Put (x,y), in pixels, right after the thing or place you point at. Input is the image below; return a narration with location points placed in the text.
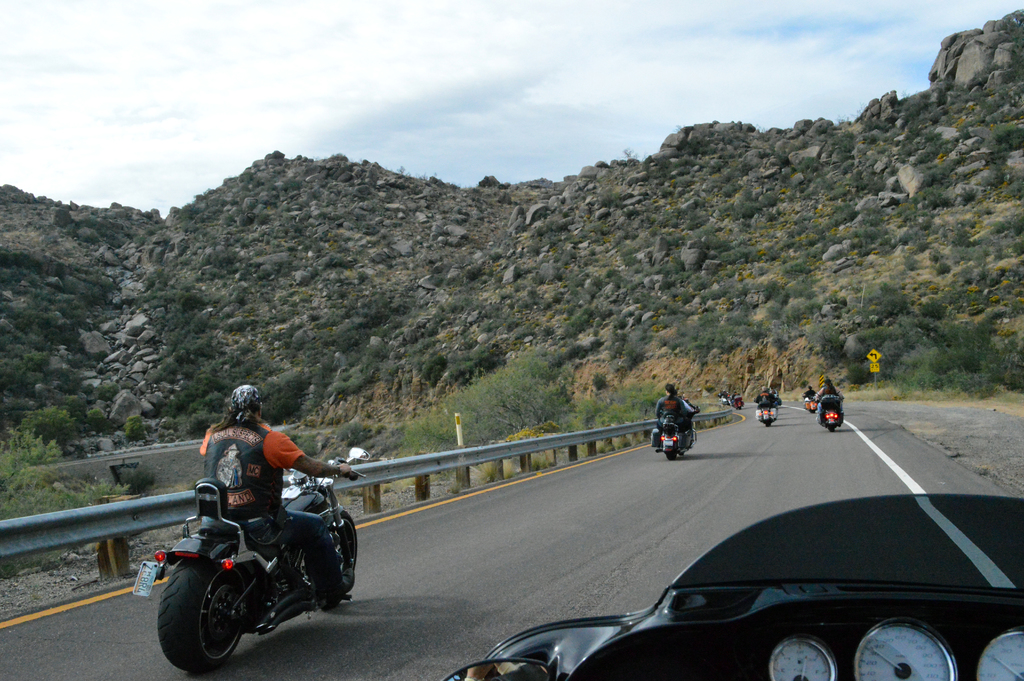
There are persons (832,380) riding bikes (689,435) on the road (644,542). On the left side (88,522), there is fencing (575,436) and there are plants (441,424) on the ground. In the background (861,381), there is a signboard (877,357) near trees (836,336), there are trees (826,337) and rocks (253,232) on the mountain (621,242) and there are clouds (747,83) in the blue sky (682,55).
